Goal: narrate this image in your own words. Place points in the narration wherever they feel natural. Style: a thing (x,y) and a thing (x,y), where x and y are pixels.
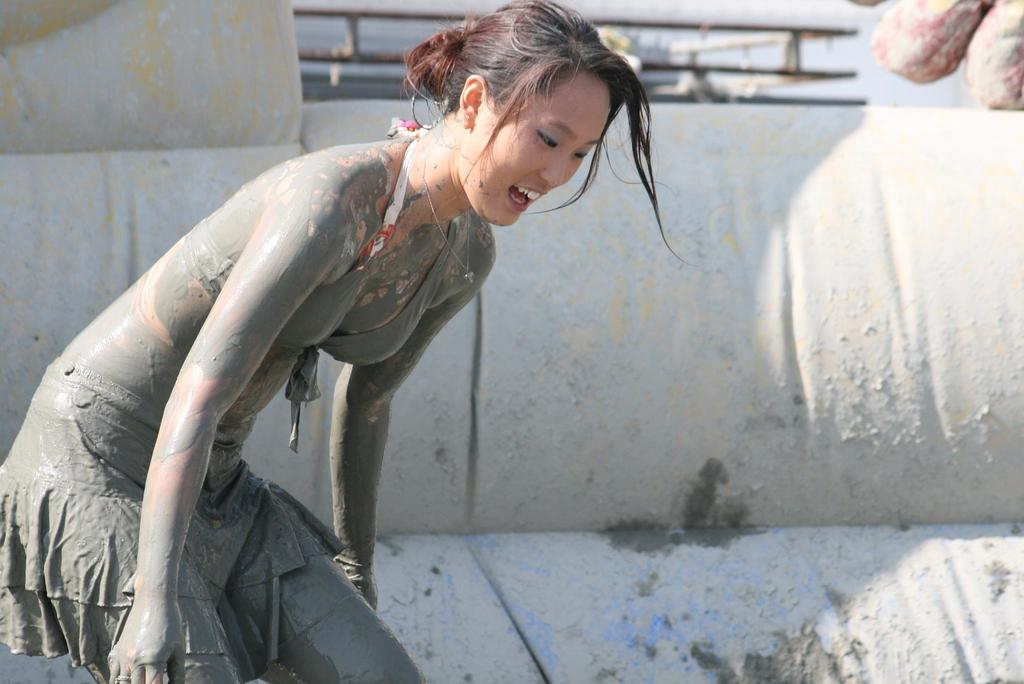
In this picture we can see a woman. We can see mud (292,613) on her body (69,344). In the background (60,340) it looks like an inflatable object (62,172). We can see beams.
